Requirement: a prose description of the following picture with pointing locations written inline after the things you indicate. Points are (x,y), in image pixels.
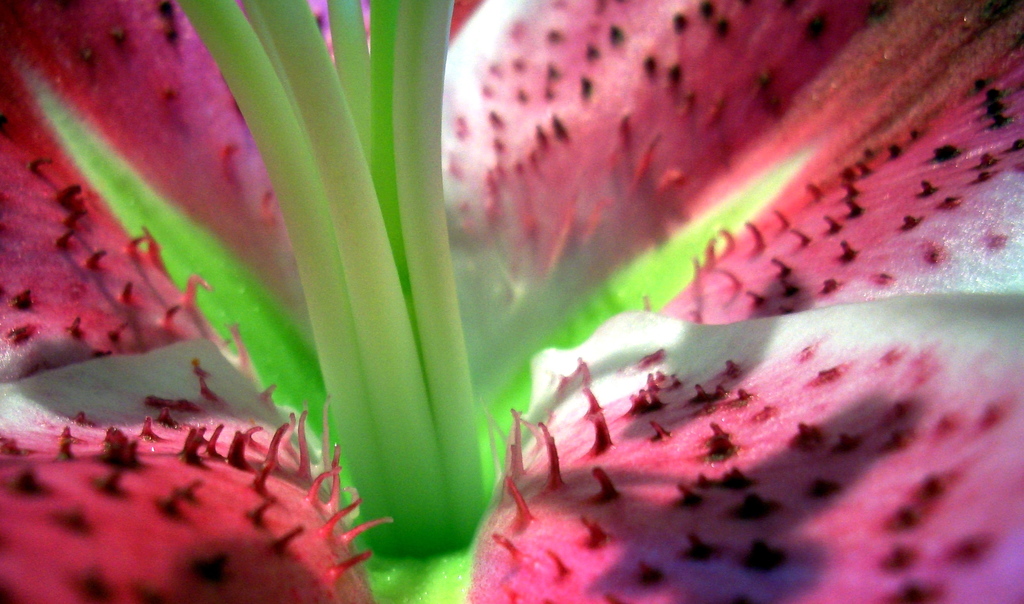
In this image there is a flower (669,412) having petals (675,394).
